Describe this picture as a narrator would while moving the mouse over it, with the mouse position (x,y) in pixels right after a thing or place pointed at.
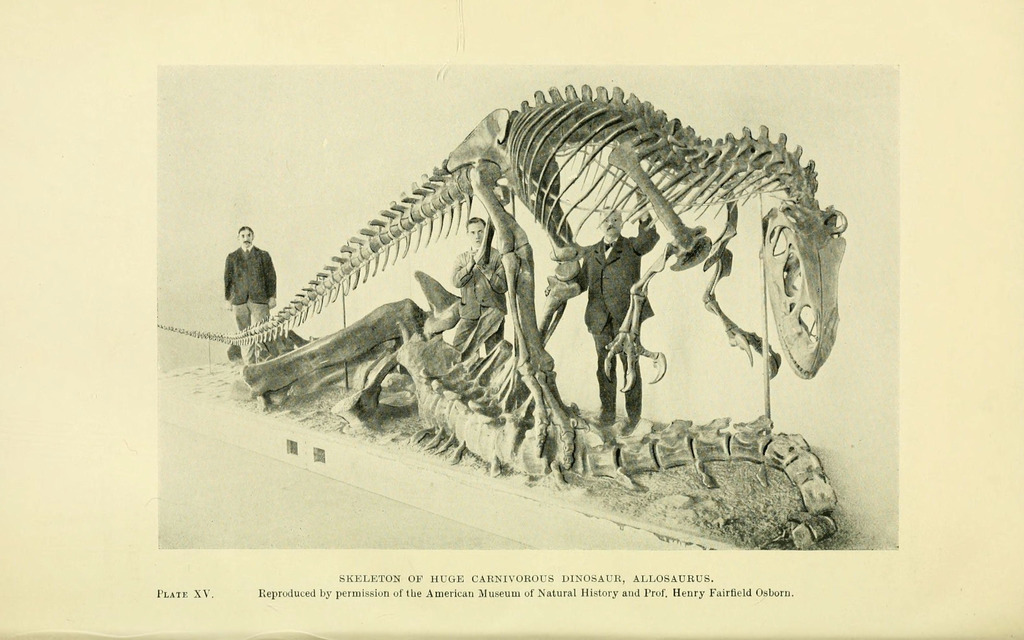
In the image we can see the paper (245,632), on it we can see a picture (477,349) of people (610,317) standing, wearing clothes (250,278) and a bone sculpture (484,172) of a dinosaur (543,203). Here we can see the text (507,593).
